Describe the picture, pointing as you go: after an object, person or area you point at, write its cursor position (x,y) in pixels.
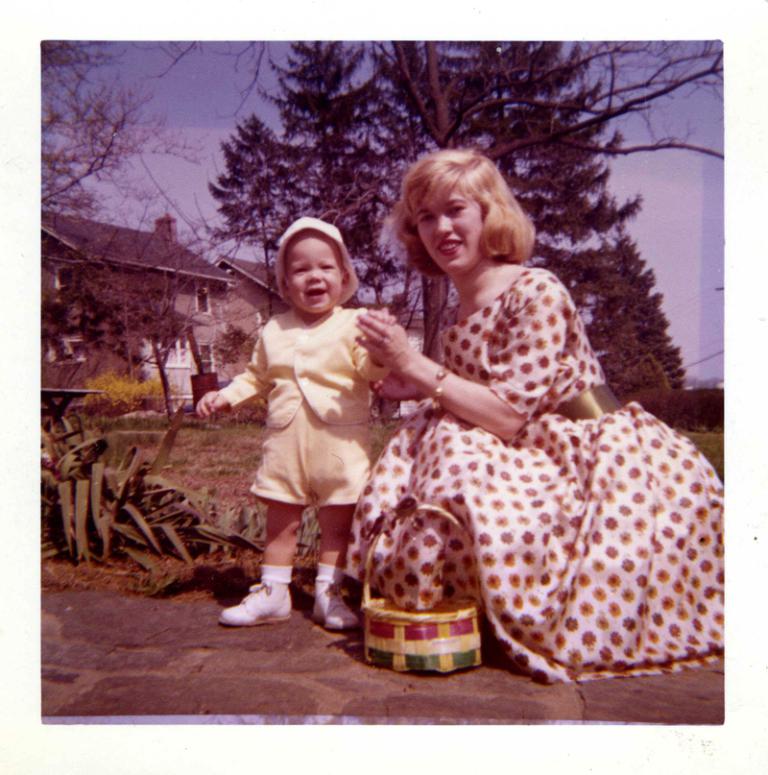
In the image we can see a woman (554,436) and a child (301,404) wearing clothes (365,407). The child (287,405) is wearing socks (273,570), shoes (279,602) and a cap (295,235). This is a bracelet (437,383), basket (427,629), footpath (146,623), plant (125,504), grass (200,458), trees (331,118) and a sky (203,66). We can even see a building (206,280) and the windows (205,297) of the building (211,288).
